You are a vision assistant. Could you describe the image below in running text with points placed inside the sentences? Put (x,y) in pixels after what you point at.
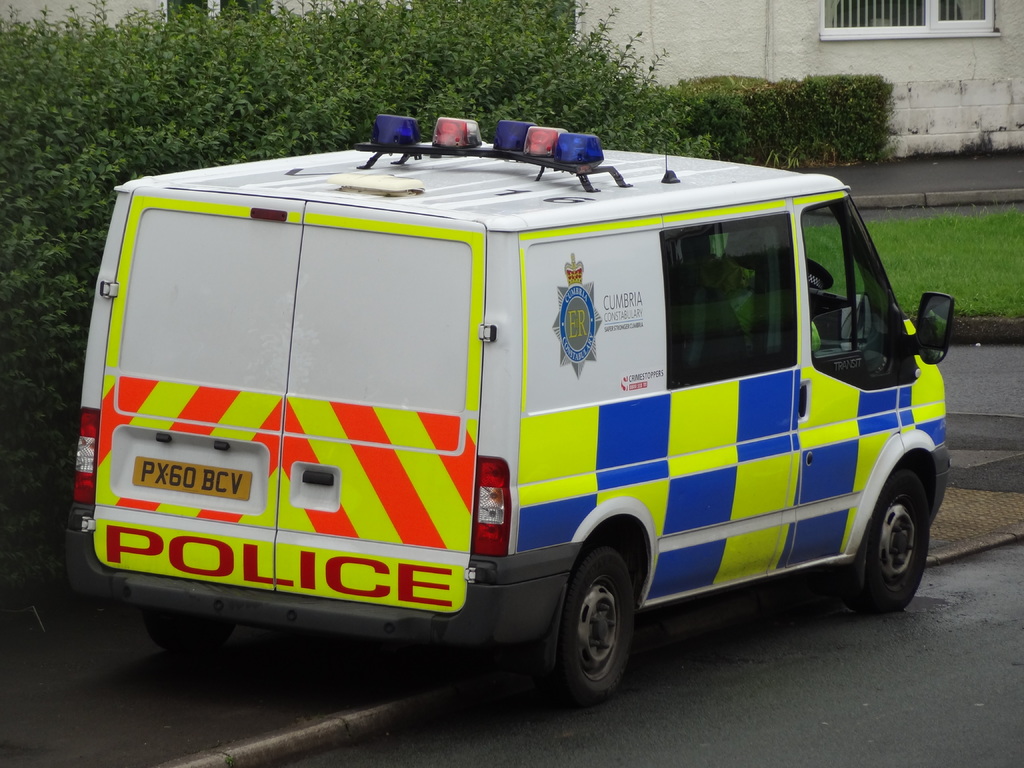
In this picture there is a vehicle (565,443) on the road (810,638). At the back (487,54) there are buildings (799,47) and trees (453,74). At the bottom (1010,529) there is a pavement (1023,518) and there is a road (952,652). There is a text (437,570) on the vehicle (645,393) and there is a person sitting inside the vehicle (737,429).
